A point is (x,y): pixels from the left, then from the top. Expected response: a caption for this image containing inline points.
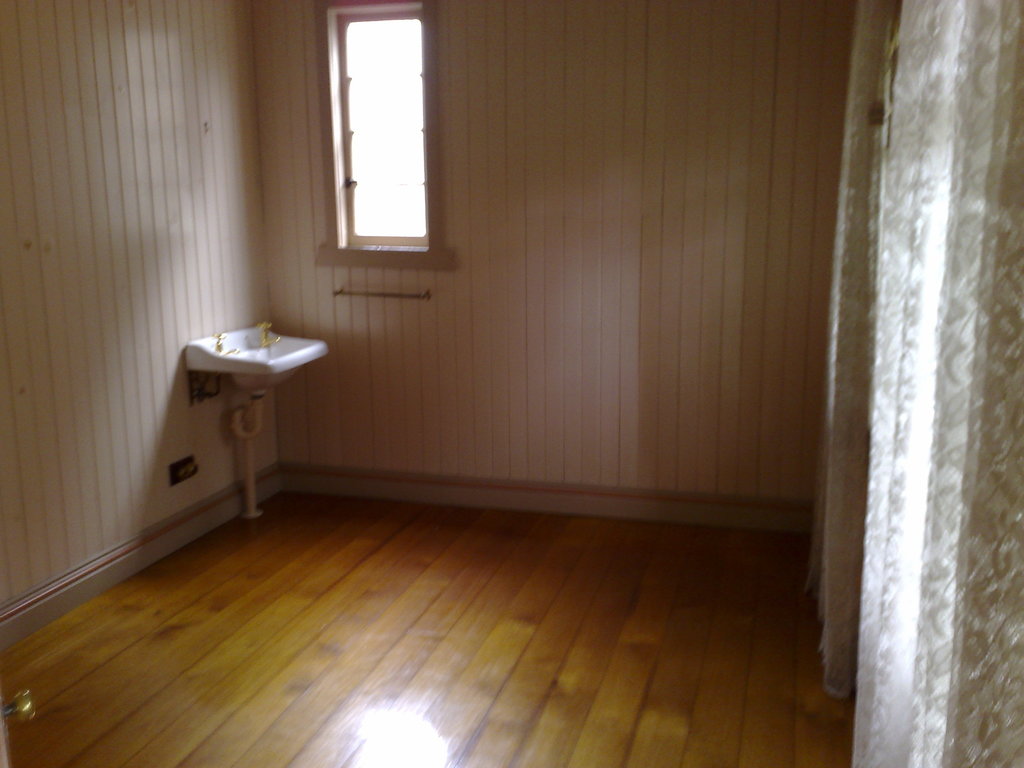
In an empty room (331,469) there is a wash basin (263,358) and beside the wash basin (229,361) there is a window (349,128) and in the background (687,170) there is a wooden wall (790,201), beside the wooden wall (817,260) there is a big curtain (867,355).
